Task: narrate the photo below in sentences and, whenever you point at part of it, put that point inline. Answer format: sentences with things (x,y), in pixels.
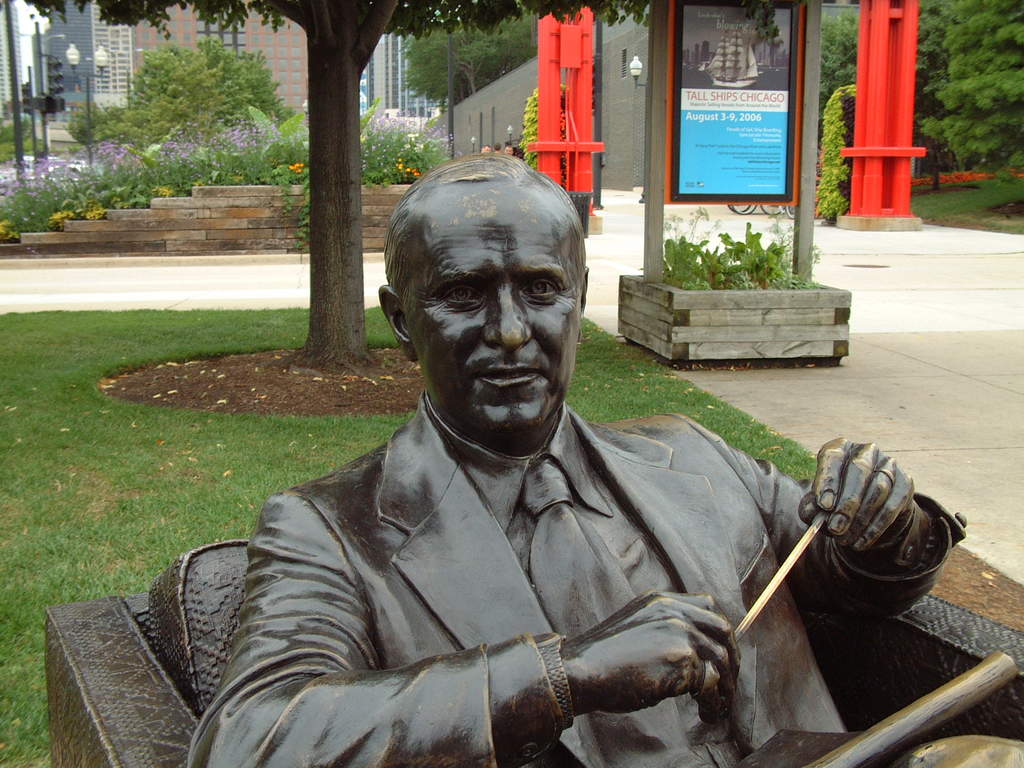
We can see a man sculpture (525,539), behind this sculpture (360,582) we can see grass (166,463). We can see board (764,160) and plants (760,243). Background (454,134) we can see buildings (68,81), lights (43,105) on poles (87,87), plants (379,138) and trees (1019,34).
